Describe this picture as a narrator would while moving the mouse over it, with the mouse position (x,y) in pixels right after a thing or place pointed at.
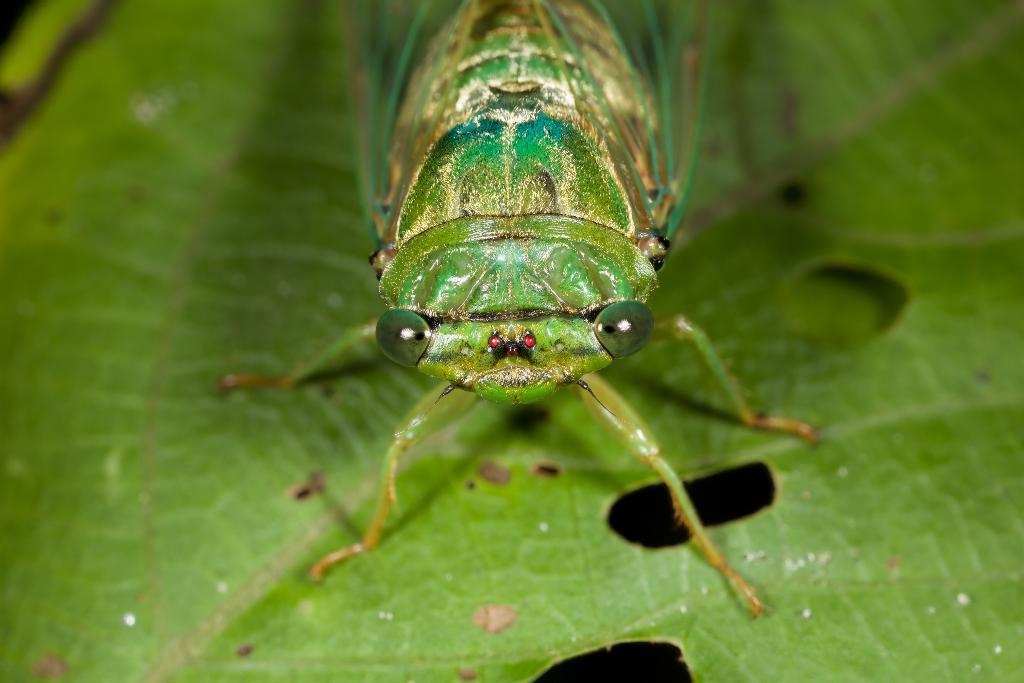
In the center of the image (536,229) there is a insect (507,223) on the leaf (478,513).
